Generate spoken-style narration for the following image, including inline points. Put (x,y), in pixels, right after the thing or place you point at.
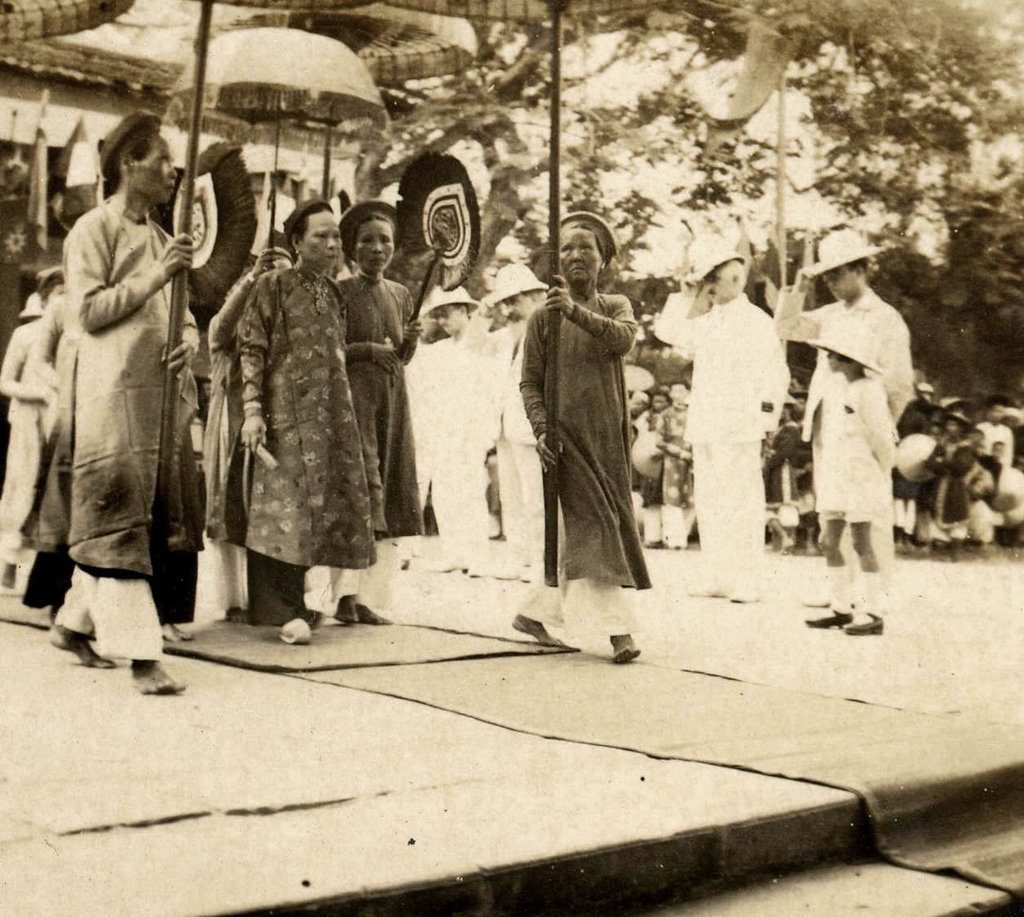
In this picture I can see a number of people (531,428) standing and few people (531,401) holding umbrellas (197,110). I can see the carpet (647,690).
